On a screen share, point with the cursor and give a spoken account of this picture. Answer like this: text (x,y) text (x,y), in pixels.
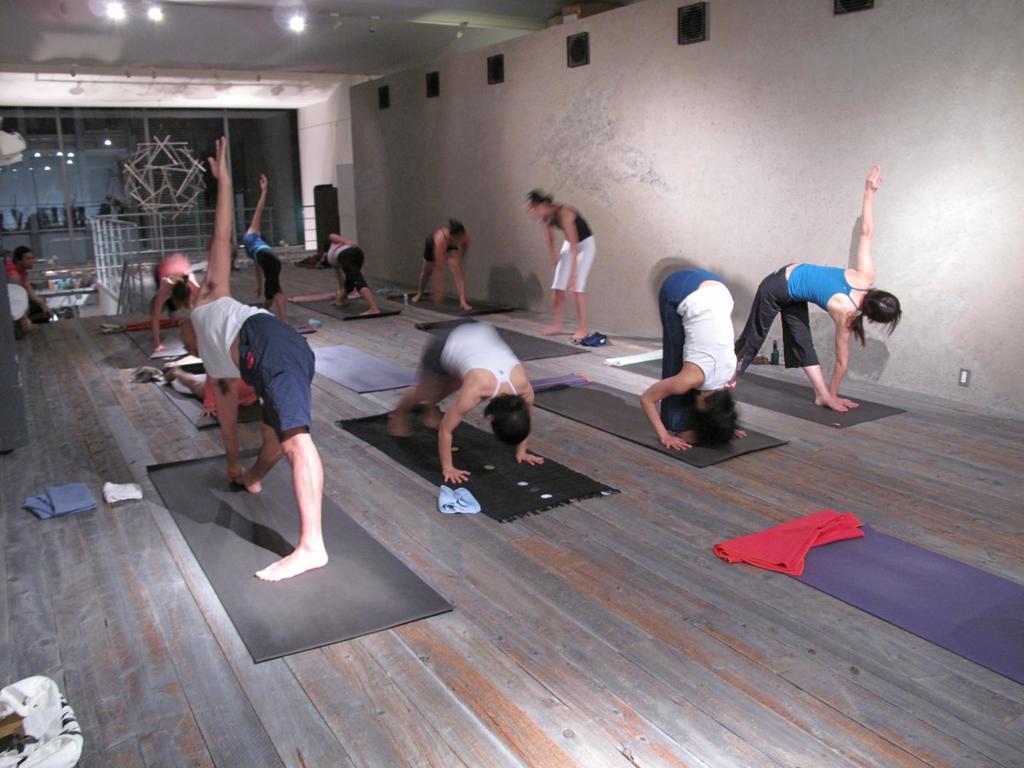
This image consists of many people (489,370) doing exercise. At the bottom (312,632), there are mats (416,602) on the floor (604,670). The floor (695,700) is made up of wood (931,500). In the background (182,229), we can see a railing (162,231) along with stairs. At the top (185,21), there is a roof (353,47).
